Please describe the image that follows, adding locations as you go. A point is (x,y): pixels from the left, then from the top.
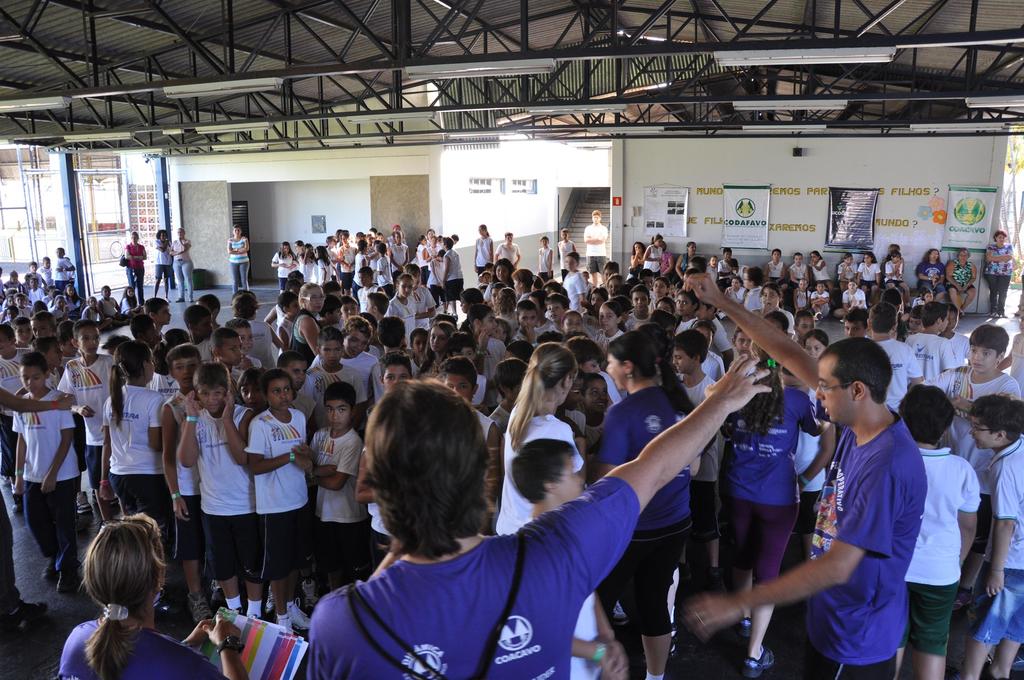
In this image we can see people (328,438) standing on the floor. In the background (613,211) there are advertisements (957,217) attached to the walls (875,252), staircase (603,204), sign boards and grills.
